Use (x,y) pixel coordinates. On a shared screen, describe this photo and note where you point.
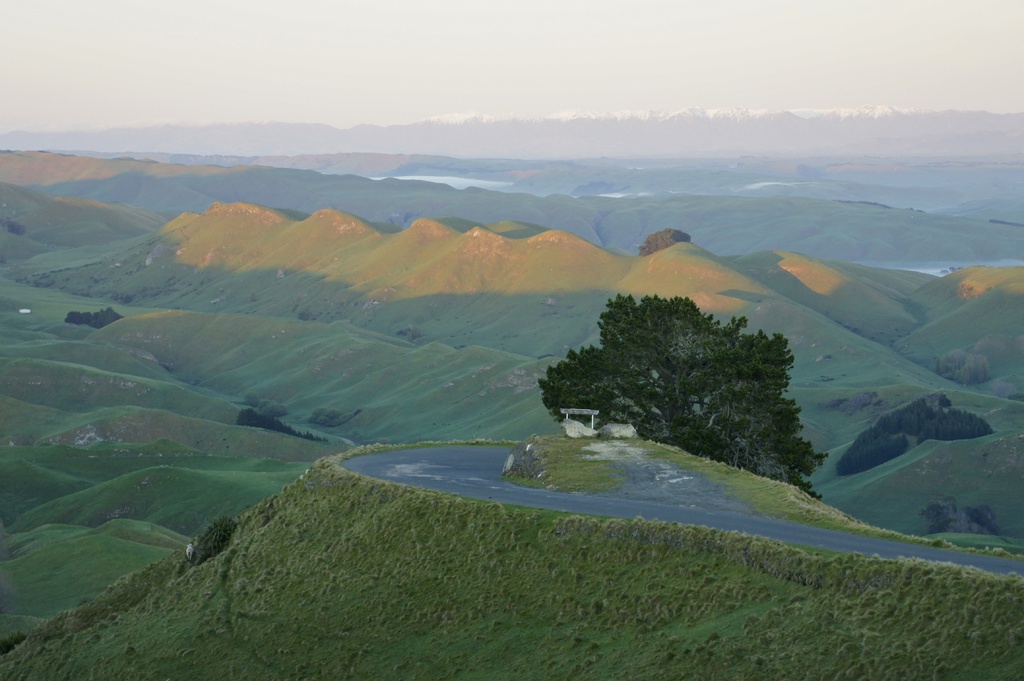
In this image there are hills (324,315). There is grass (181,574) and plants (212,532) on the hills (396,373). To the right (784,529) there is a road (586,493) on the hill (607,520). Beside the road (425,478) there is a tree (710,362). At the top (472,48) there is the sky (472,48).
